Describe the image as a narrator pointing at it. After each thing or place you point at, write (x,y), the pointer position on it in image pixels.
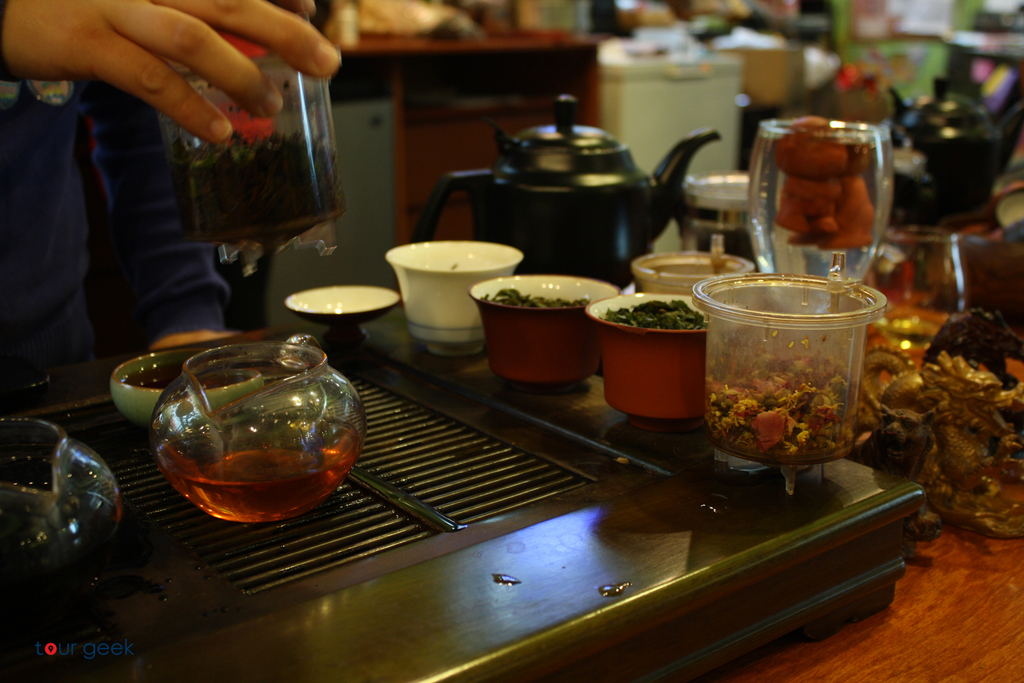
At the bottom of the image (375,482) we can see a table (995,585), on the table (225,604) we can see some jars (756,168), bottles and cups (769,166). Behind the table (959,594) a person (195,4) is standing and holding a glass (221,109). Behind him we can see a table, on the table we can see some objects (389,13). Background of the image (1006,75) is blur.
